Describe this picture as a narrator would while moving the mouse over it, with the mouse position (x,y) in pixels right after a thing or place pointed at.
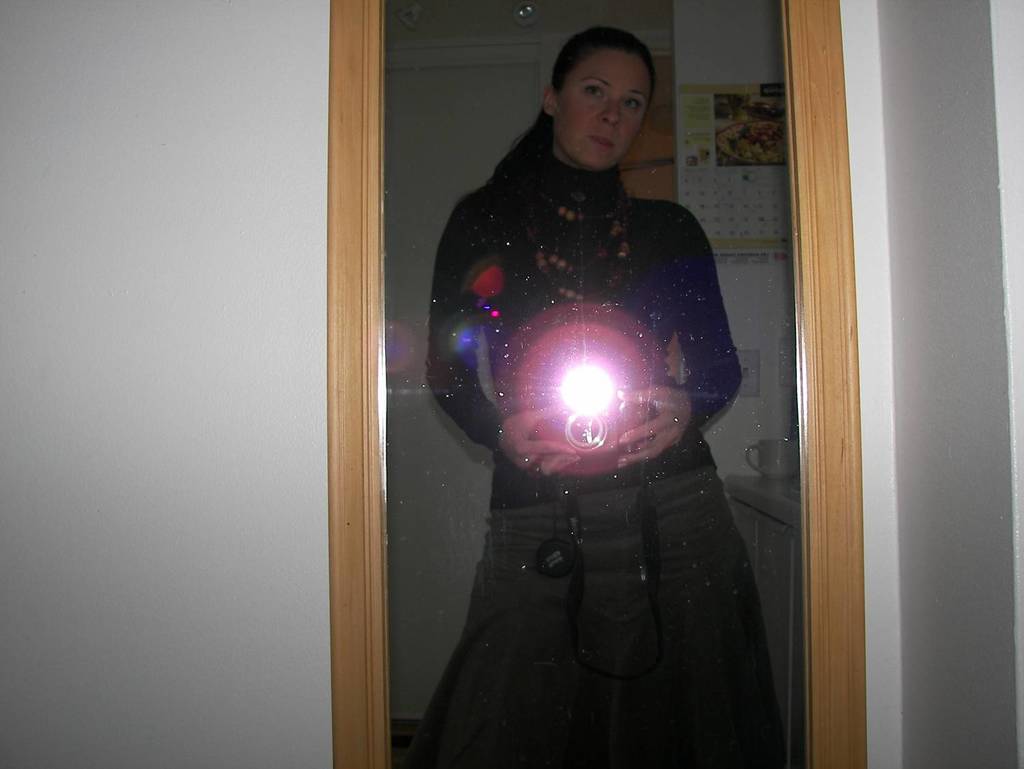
In this picture we can see a mirror (444,632) on the wall (140,243), on this mirror (533,212) we can see reflection (535,561) of a woman (671,526) standing and holding a gadget (577,425) and we can see light (566,395), behind her we can see calendar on the wall (743,285) and cup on the platform (762,502).
